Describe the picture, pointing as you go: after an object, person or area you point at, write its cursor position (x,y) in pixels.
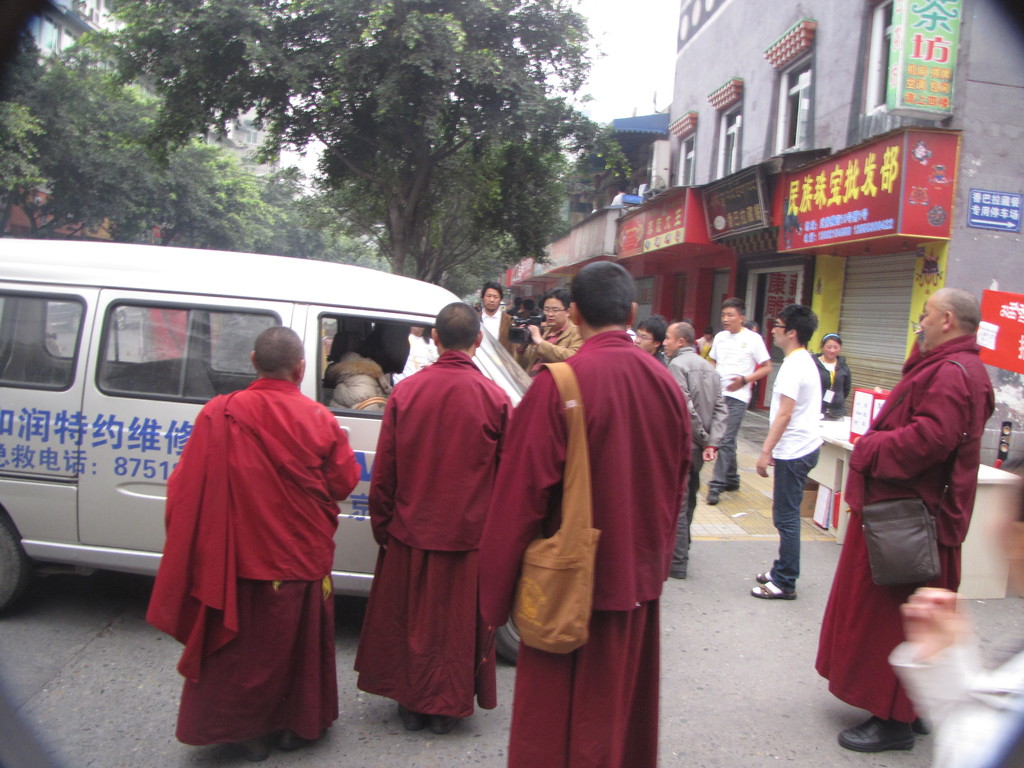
In the picture there are four priests (600,699) standing there is a vehicle (135,349) in front of them, behind the vehicle (428,319) there are few people (749,331) standing one person (555,325) is taking a video of the van (447,298), to the right side (709,211) there are some stores (820,231) and a building (792,12) above it, in the background (442,130) there are some trees (433,100) and sky (605,50).
